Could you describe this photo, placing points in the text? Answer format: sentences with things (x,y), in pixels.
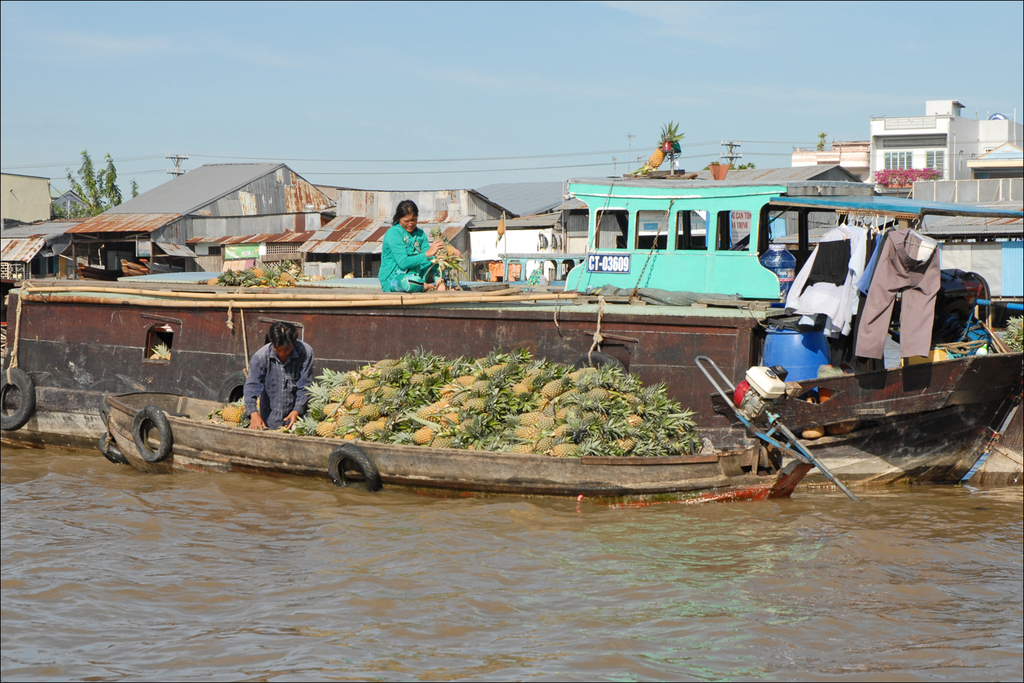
In this image we can see a boat (251,452) with pineapples (303,423). There is a person (253,358) on the boat (237,437). In the background of the image (244,366) there is a another boat (738,324). There are buildings (424,209). At the bottom of the image (256,644) there is water (129,560). There are trees (106,166).
